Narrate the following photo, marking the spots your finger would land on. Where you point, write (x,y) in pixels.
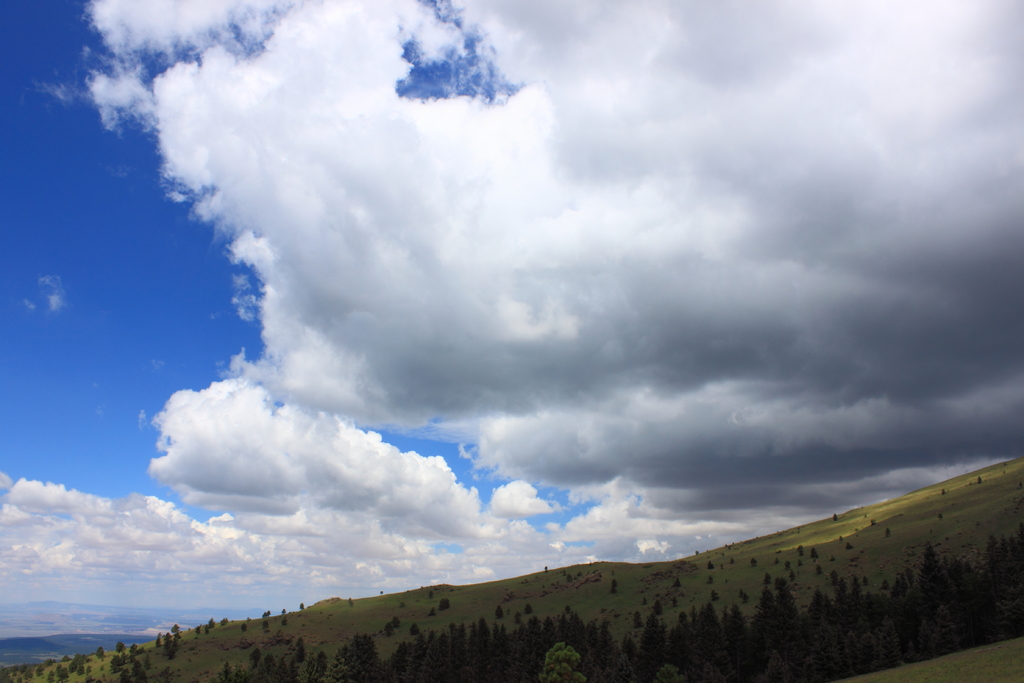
In this image I can see the trees (362,639) on the ground (699,601). In the background (477,293) I can see the clouds (235,236) and the blue sky (111,284).
